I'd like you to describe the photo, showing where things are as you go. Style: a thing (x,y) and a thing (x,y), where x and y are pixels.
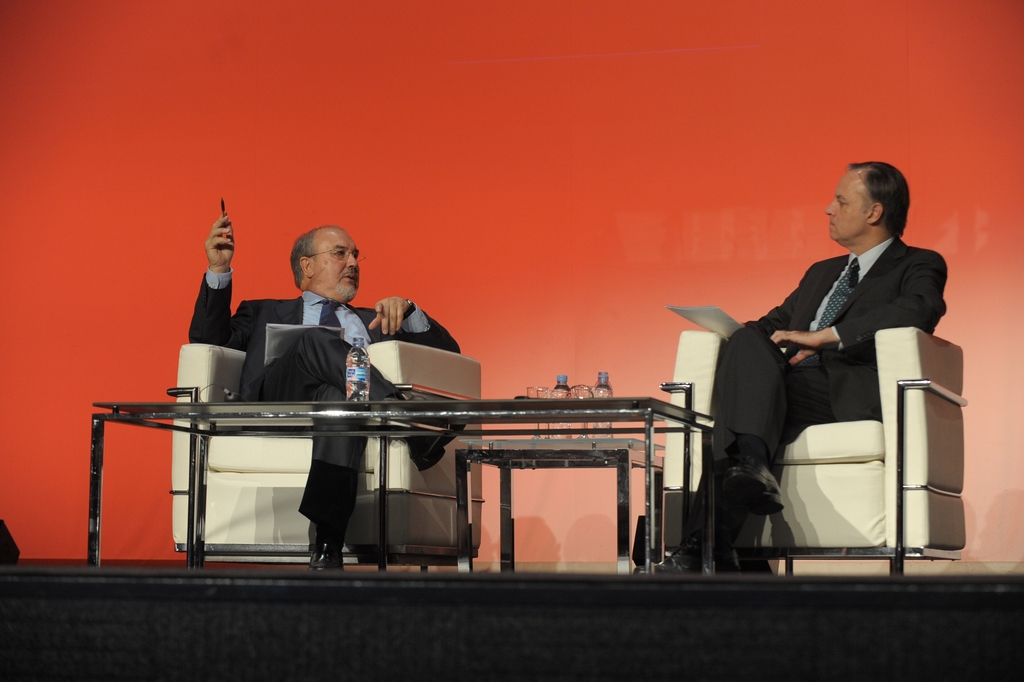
In this image there are two persons (352,331) sitting on couch (931,467). On the table (353,407) there is a water bottle (357,397).
